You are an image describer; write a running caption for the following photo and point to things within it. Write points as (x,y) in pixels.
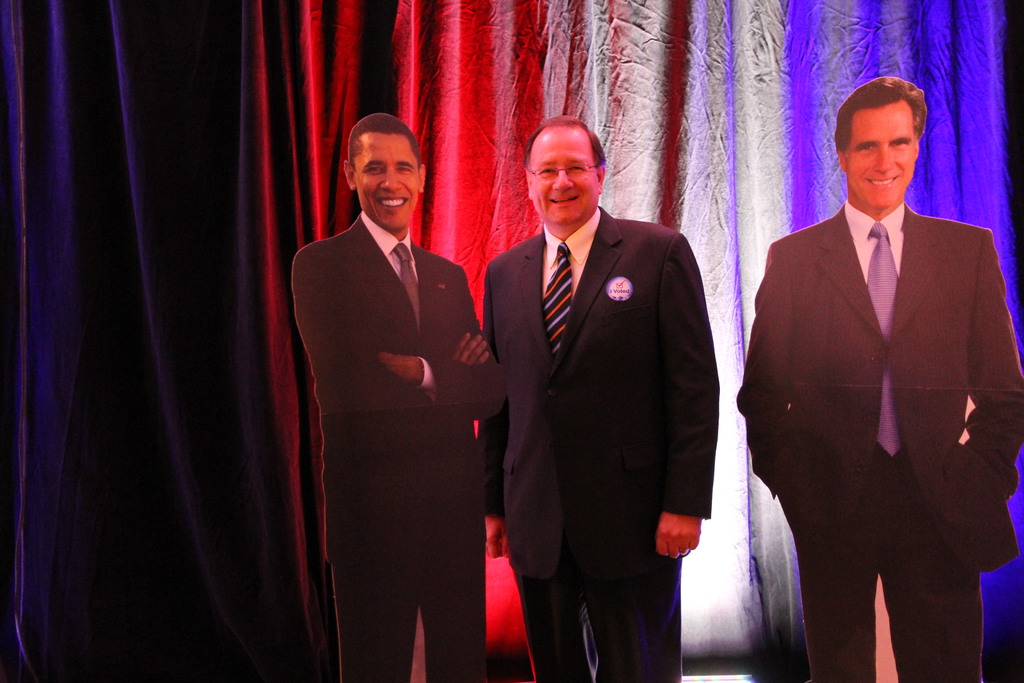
In this image I can see a person (594,322) standing in between two boards (447,319). In the background (451,105) there is a curtain (454,85).
